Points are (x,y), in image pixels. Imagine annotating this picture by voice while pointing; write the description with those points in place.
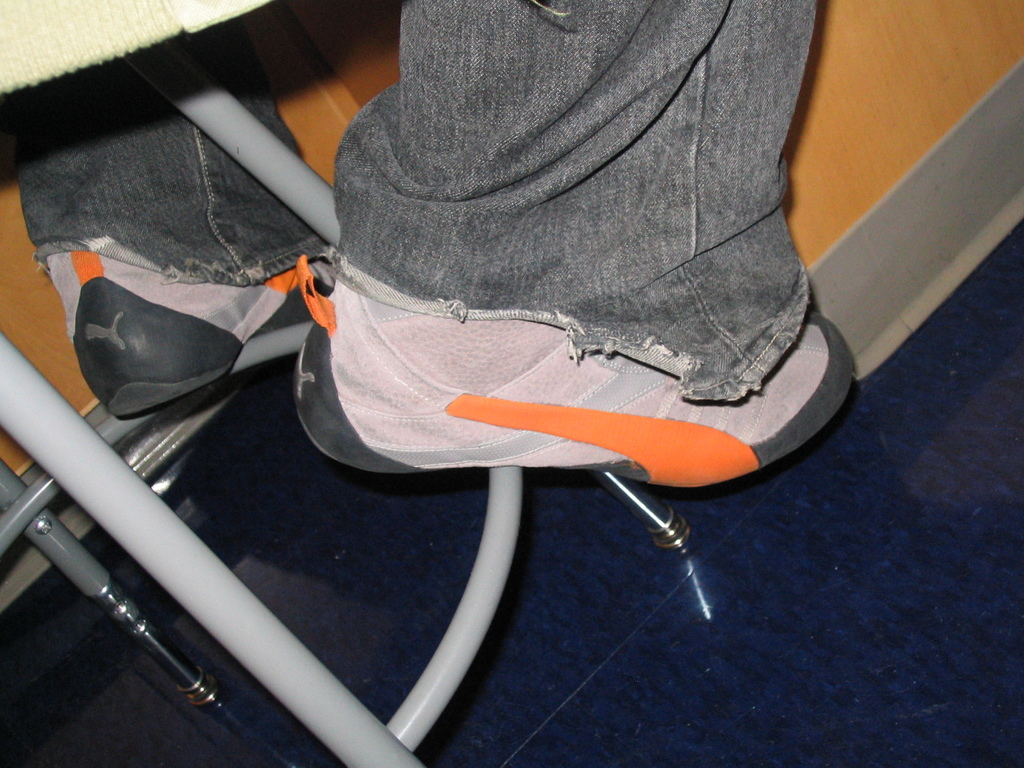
In this picture we can see the floor (671,649), rods (300,182), shoes (238,305), cloth (545,163) and in the background (313,72) we can see a wooden object (302,117).
